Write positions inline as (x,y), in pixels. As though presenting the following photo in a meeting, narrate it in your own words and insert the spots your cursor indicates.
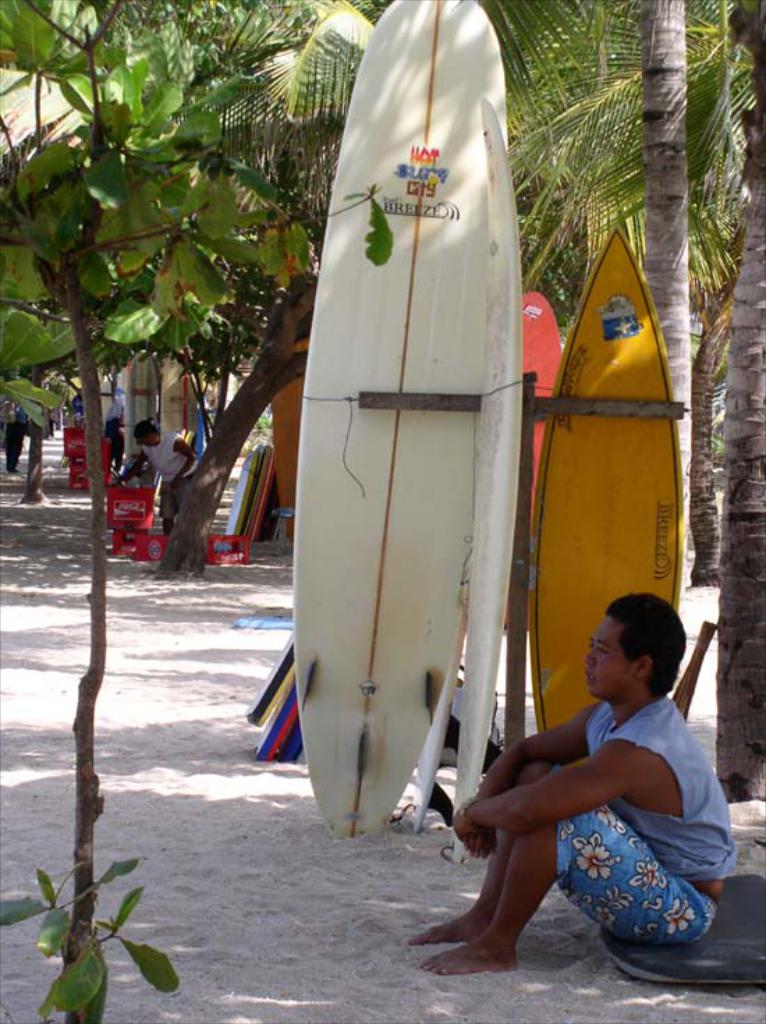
In the image we can see a person (571,844) sitting and wearing clothes (630,871). This is a sand (217,927), trees (230,131), water boards (335,545) and the container (144,507). There are even other people (178,490).
